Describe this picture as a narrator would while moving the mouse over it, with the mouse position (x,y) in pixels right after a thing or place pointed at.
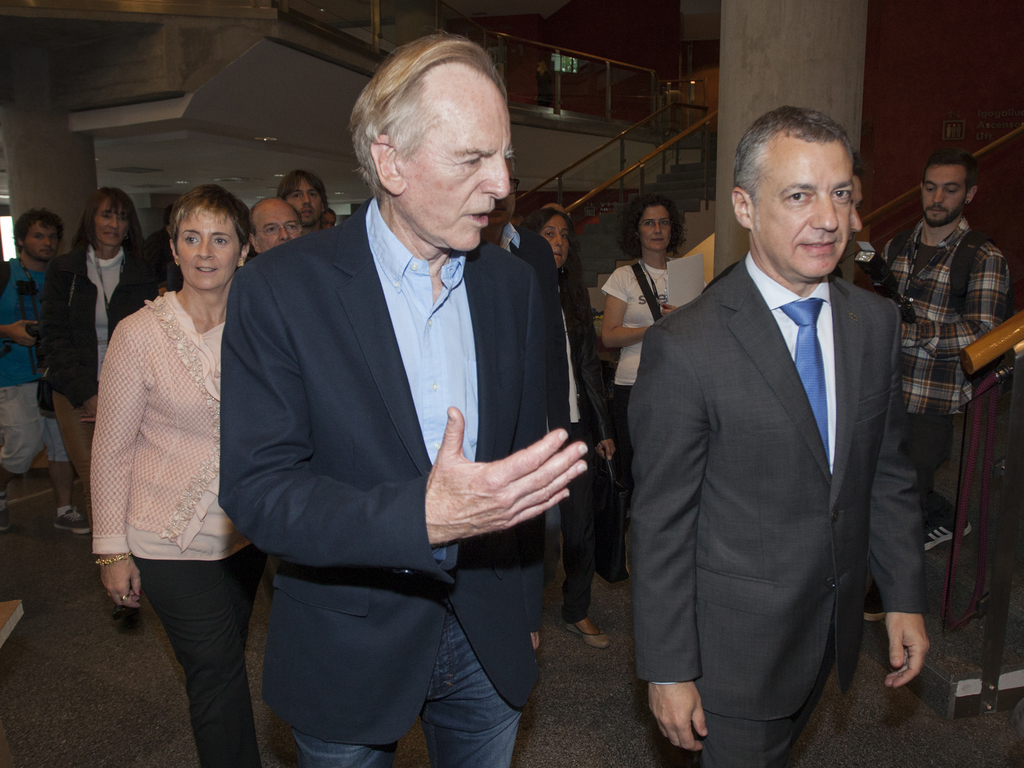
In this image we can see few people (880,328) standing on the floor (555,720) and there are stairs (679,189), railing (643,168) and pillars (767,91).
